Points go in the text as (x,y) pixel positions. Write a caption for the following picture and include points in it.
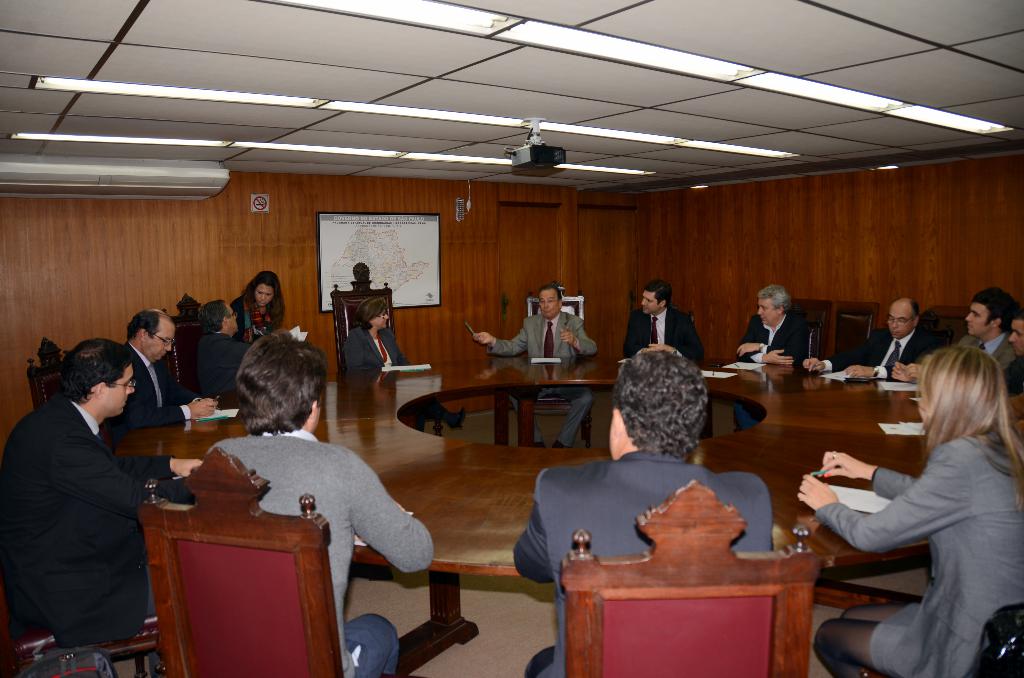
In this image I can see number of people (989,463) are sitting on chairs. Here I can see a round table (814,445). In the background (411,313) on this wall (473,273) I can see a map (353,261).
